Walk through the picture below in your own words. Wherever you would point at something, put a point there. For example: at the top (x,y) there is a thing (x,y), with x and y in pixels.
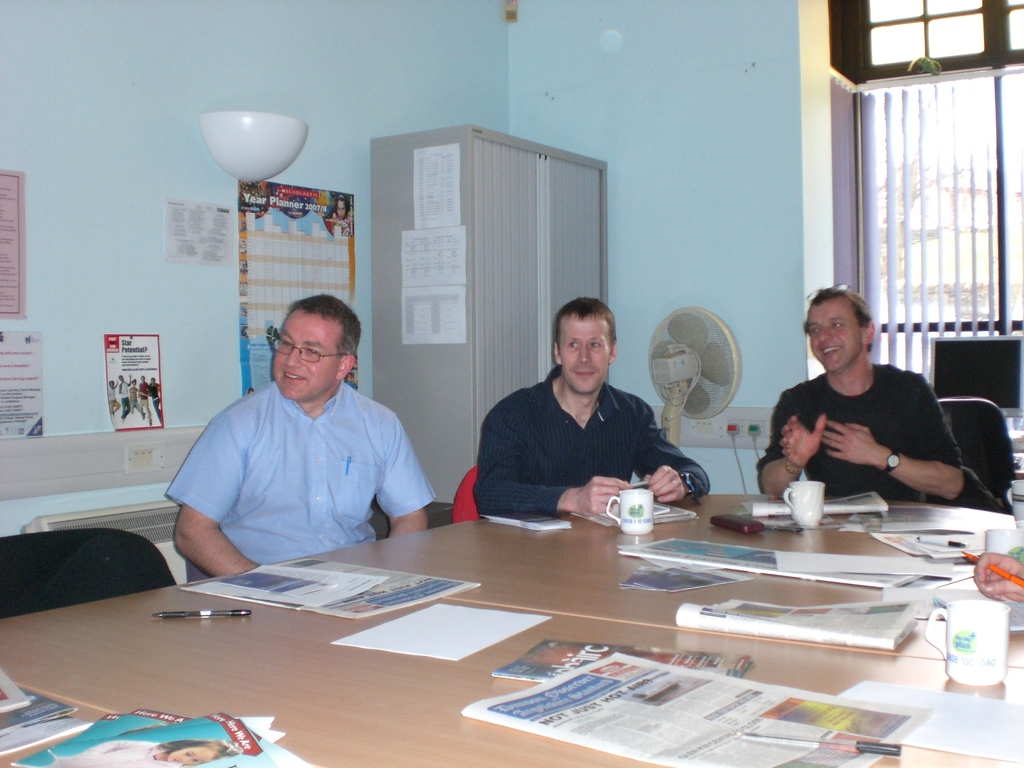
In this image we can see three persons (813,387) sitting on the chairs (469,497) in front of the table (551,553) and smiling and on the table (590,637) we can see the papers (701,697), cups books (184,741), and also pens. In the background (715,414) there is a table fan (733,397), monitor (982,373), posters (153,412) with text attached to the wall (176,320). We can also see the almirah (544,162) and the window (1001,200).
